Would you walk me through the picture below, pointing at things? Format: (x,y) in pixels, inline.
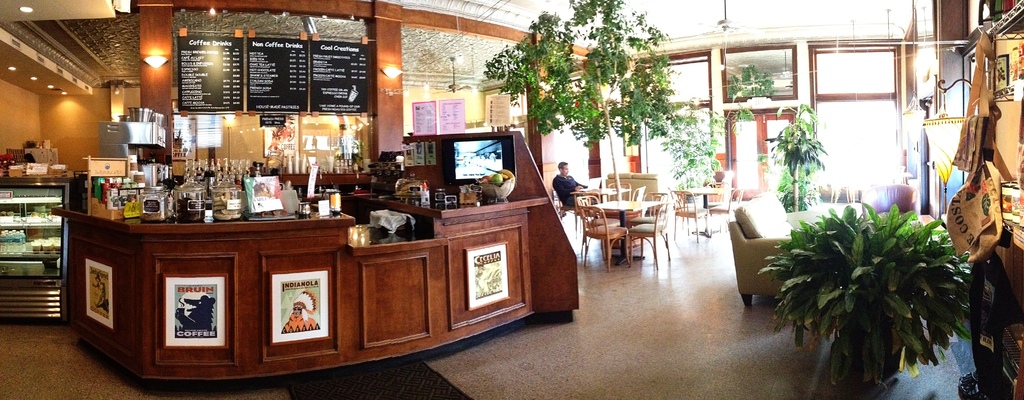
In this image we can see the tables (700,192), chairs (904,205), house plants (793,191), tree (661,132), and there is also a person (578,183) sitting on the chair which is on the floor (580,320). There is also a black color mat (401,383). We can see the frames (172,311) with text (480,256) and also images (282,304). Image also consists of a television (466,163), fruits (499,181), syrup bottles (240,172), glass jars (204,190) and some other objects (137,197) on the wooden counter (248,223). We can also see the black color boards (254,81) with menu (278,63). On the left (28,243) there is a glass shelf (36,224) with food items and also water bottles (8,240). We can also see the plain wall fans (35,127), lights (148,56) and also the ceiling (96,16). We can also see the door (744,135) and also windows (877,145). On the right (992,139) there are some bags (981,115).
